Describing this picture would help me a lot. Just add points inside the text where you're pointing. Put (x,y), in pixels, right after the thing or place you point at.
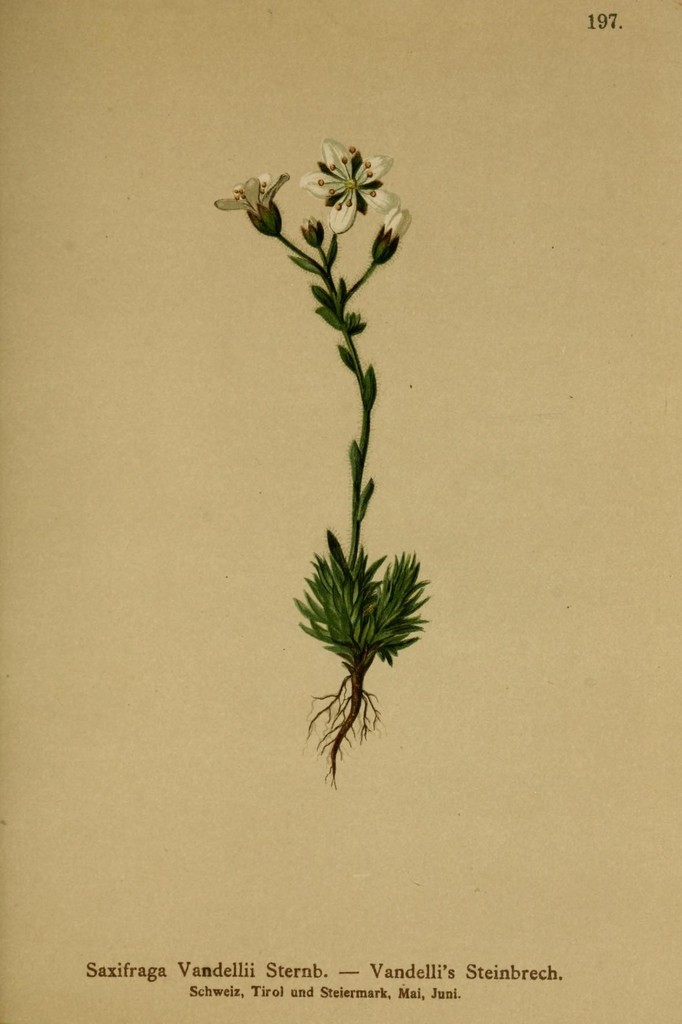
In this picture we can observe a plant (359,482) which is on the paper (165,399). We can observe white color flowers (333,198). The background (165,583) is in cream color. We can observe some text (228,972) in this picture.
